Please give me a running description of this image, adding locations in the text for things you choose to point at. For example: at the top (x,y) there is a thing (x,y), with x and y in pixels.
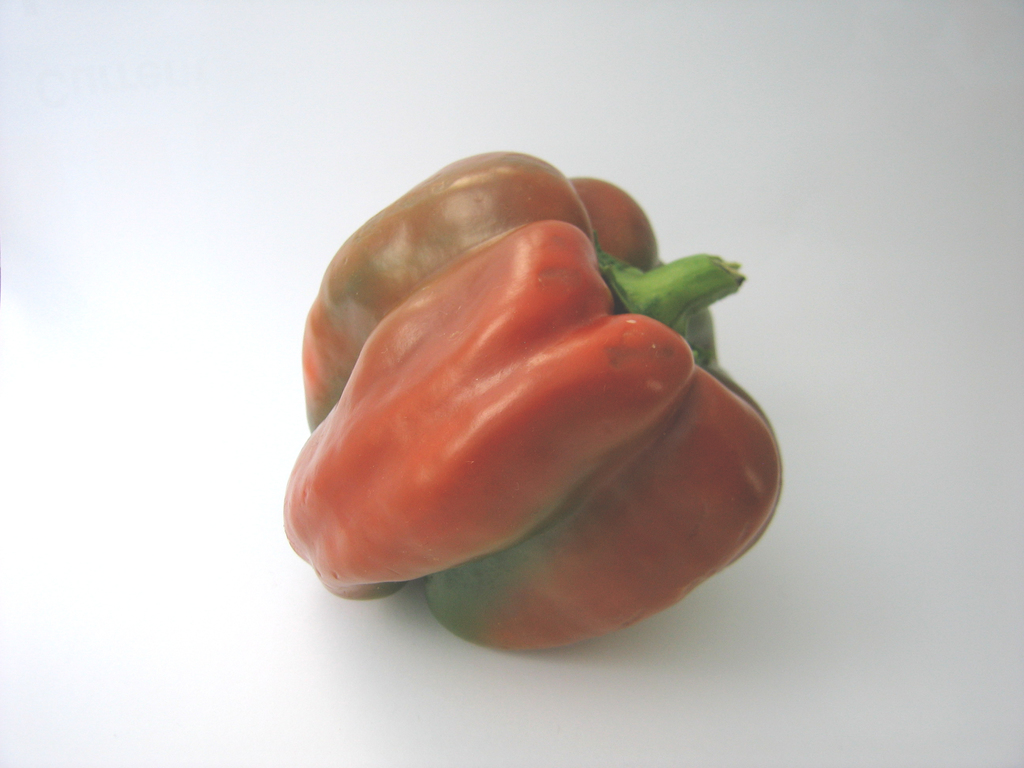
In this image I can see a red color capsicum (550,420).
